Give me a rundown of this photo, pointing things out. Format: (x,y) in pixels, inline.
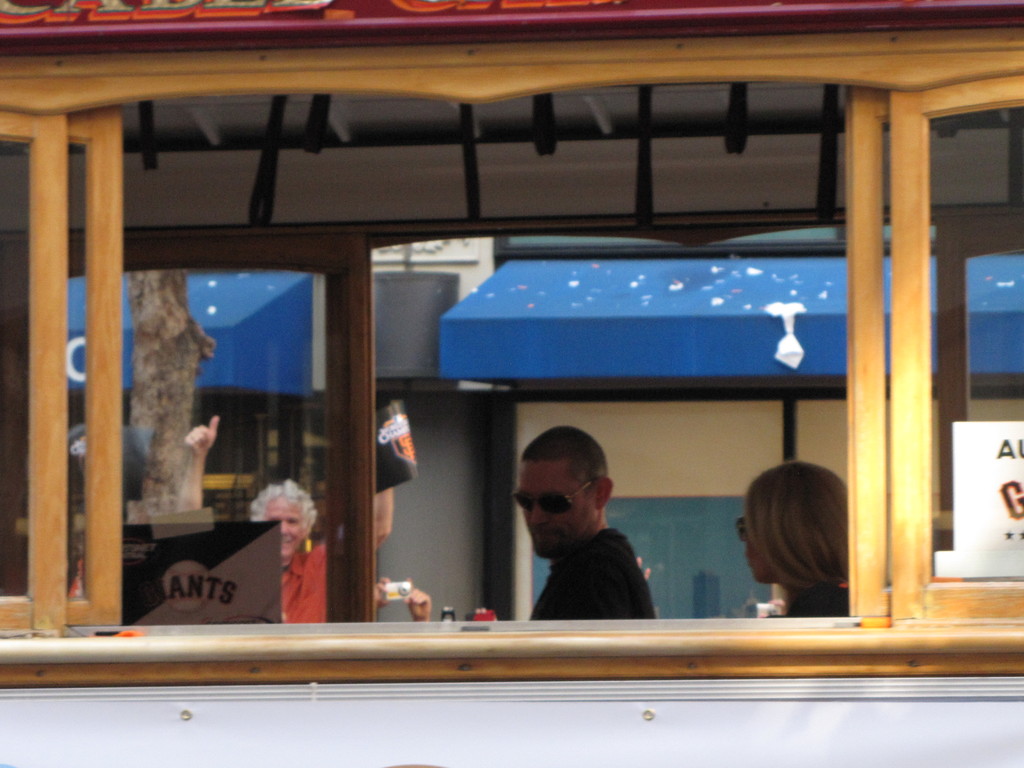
In the center of the image (347,370), we can see one cable car (1007,640). In the cable car (730,51), we can see two people (770,559) wearing sunglasses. And we can see the banners (1007,530). In the background (496,384) there is a wall (713,402), one person (423,593) standing and holding some object (261,534) and a few other objects (651,285).
